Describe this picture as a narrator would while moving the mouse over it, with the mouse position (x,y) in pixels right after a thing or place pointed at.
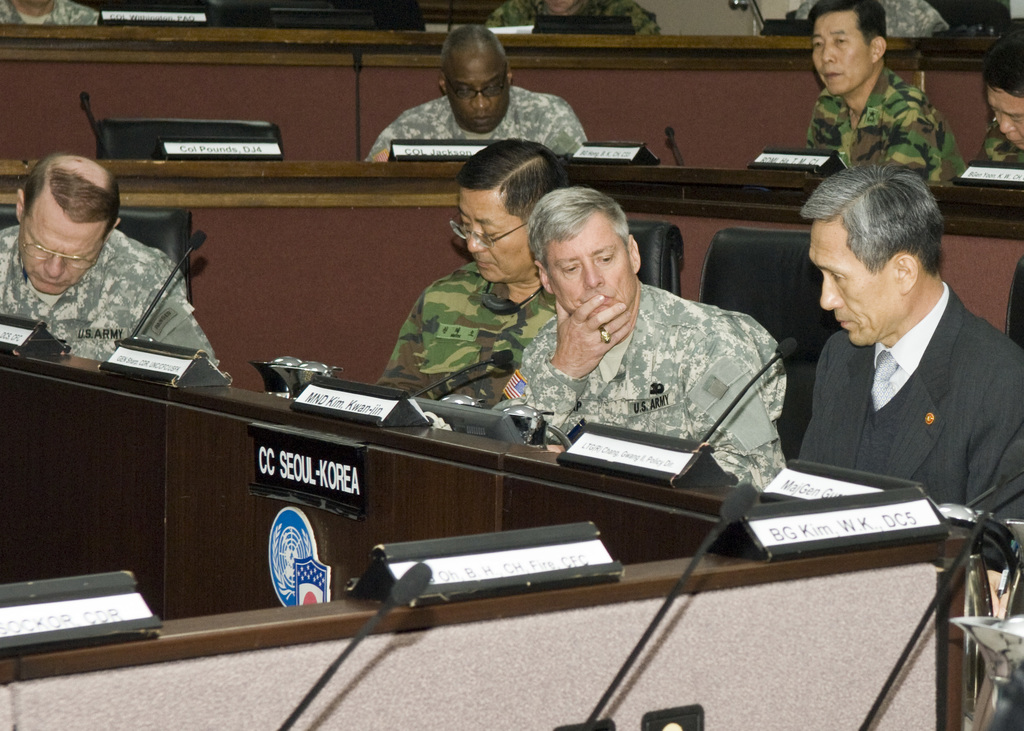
In this image we can see many people (870,272) are sitting on the chair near the desk (427,439). There are many microphones (695,559) in the image. There is a logo (309,579) on the desk (342,528). There are many name boards (766,518) on the desks (339,540).
